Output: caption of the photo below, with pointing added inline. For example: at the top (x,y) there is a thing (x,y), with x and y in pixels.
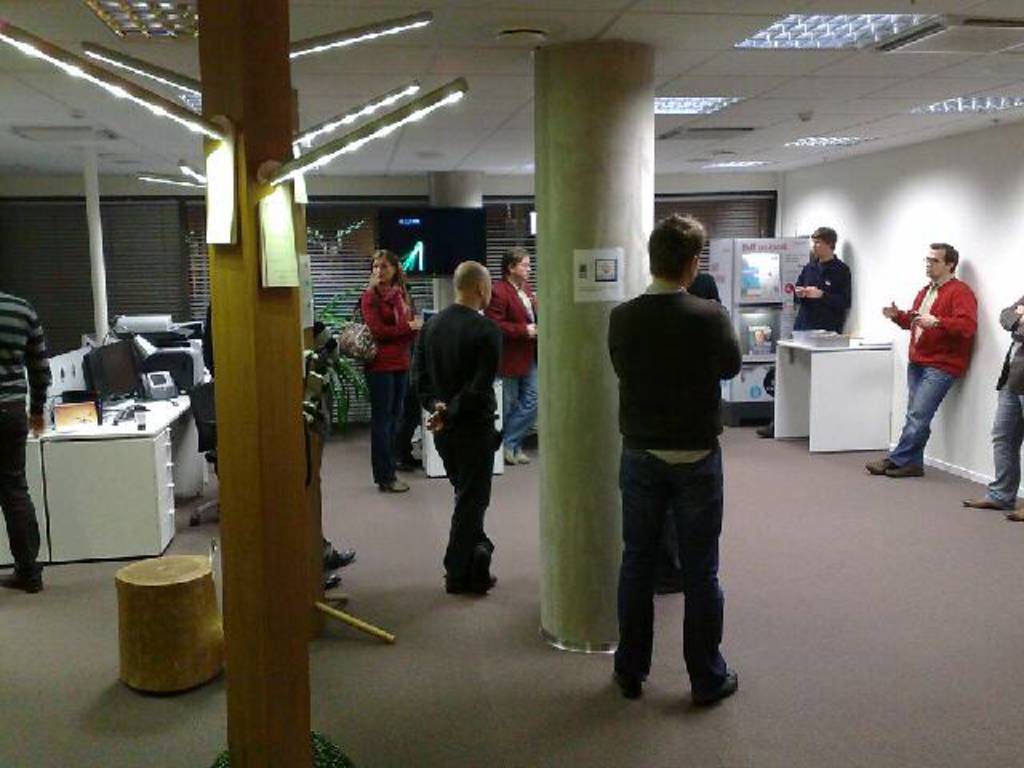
In this image we can see a group of people (635,530) standing on the floor (398,536). We can also see some lights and papers (296,281) on the pillars (273,660), a plant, a television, some objects (197,357) and devices (165,375) on the tables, a television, the window blinds (501,264), a container (762,370) and a roof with some ceiling lights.
